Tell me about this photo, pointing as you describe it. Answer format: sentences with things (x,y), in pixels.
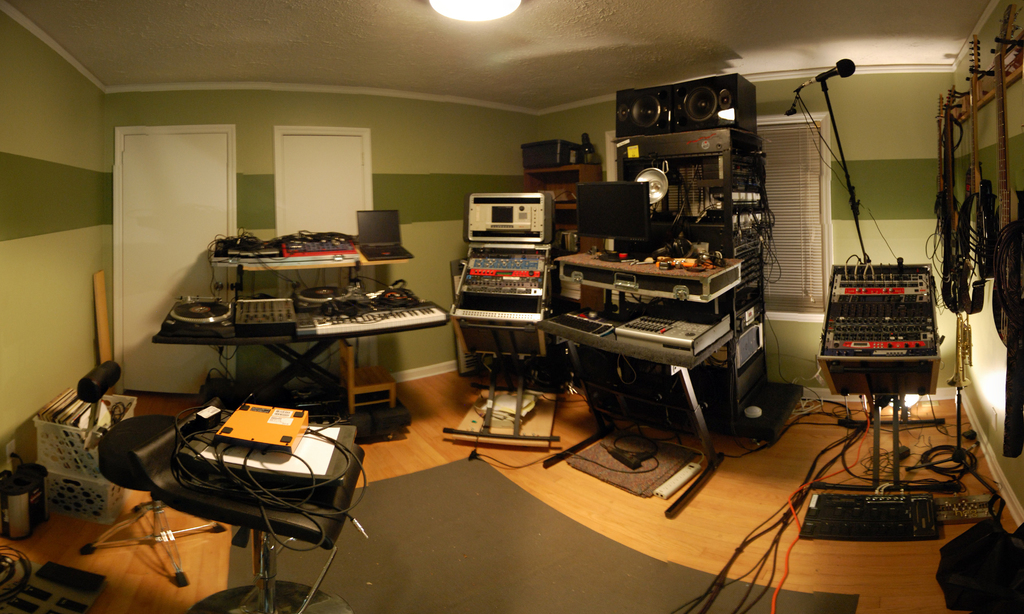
In this image we can see different musical instruments (470,343). We can also see the wires (807,471). There is a box (87,463) with books (72,412). We can also see the trash bin (24,504) and also a carpet (615,580) on the floor (610,507). Image also consists of two white color doors (314,185) and a window (793,223) and wall (430,171). We can also see the mike (850,63) with the stand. At the top (428,54) there is ceiling (509,40) and also the light (504,15).
